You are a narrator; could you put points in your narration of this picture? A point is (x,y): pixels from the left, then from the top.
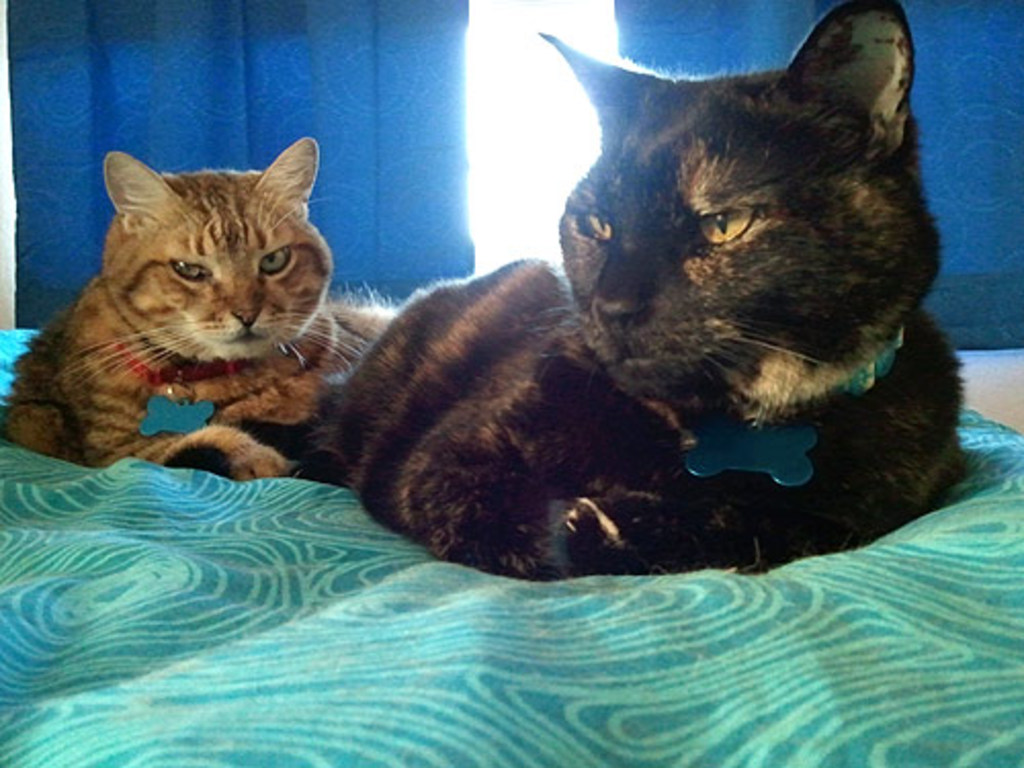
In the foreground of this image (344,478), there are two cats (670,500) on the bed (381,630). In the background (316,114), there are two blue curtains (653,19) and it seems like a glass (545,9) in the middle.
